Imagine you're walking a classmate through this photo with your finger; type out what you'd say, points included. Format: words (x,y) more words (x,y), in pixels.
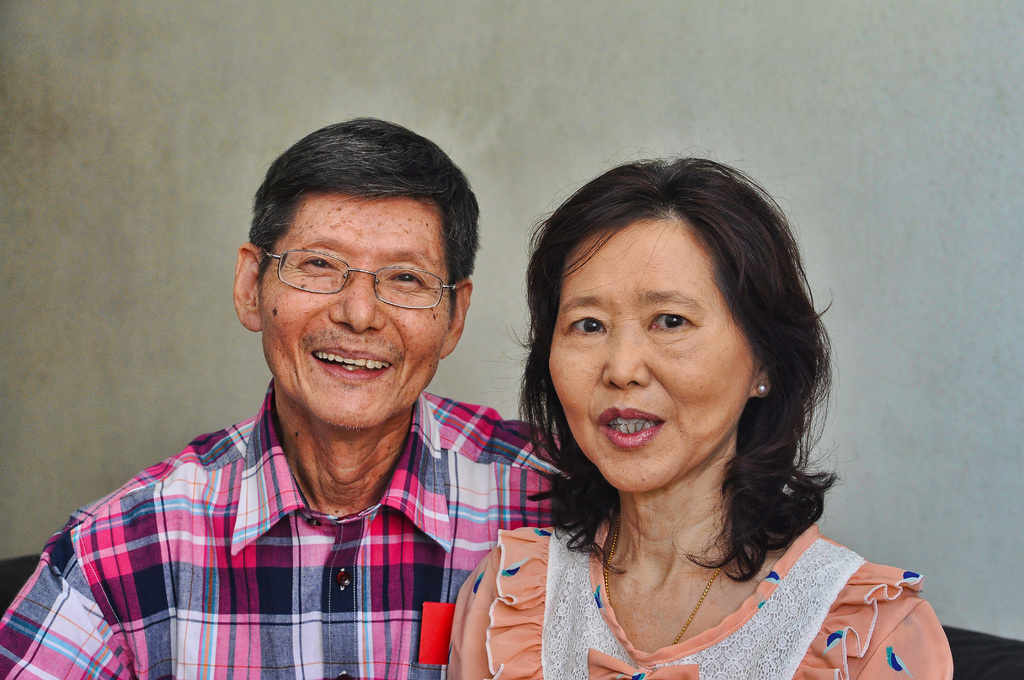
In this image, we can see a woman (688,582) and man (282,577). They both are watching and smiling. Background (851,339) there is a wall (846,289).
